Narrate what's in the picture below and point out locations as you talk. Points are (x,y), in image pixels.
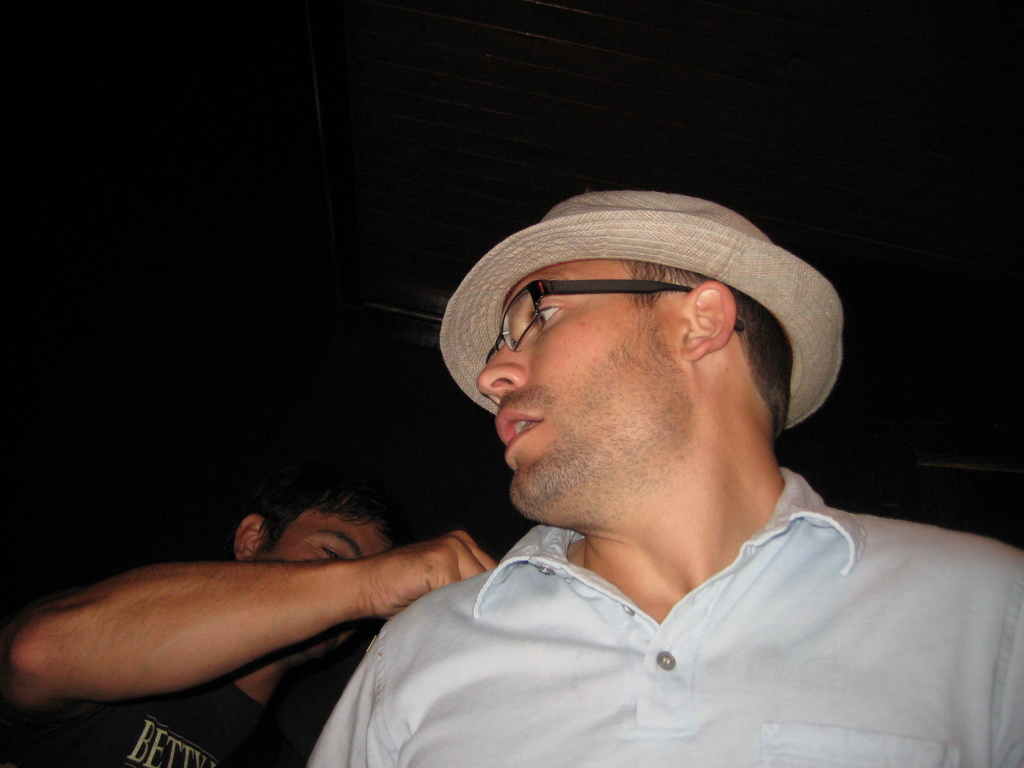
In this image we can see a person (626,431) wearing the glasses (590,286) and also the hat (638,219). On the left (211,574) there is also another person (218,569) and the background (921,404) is in black color.
